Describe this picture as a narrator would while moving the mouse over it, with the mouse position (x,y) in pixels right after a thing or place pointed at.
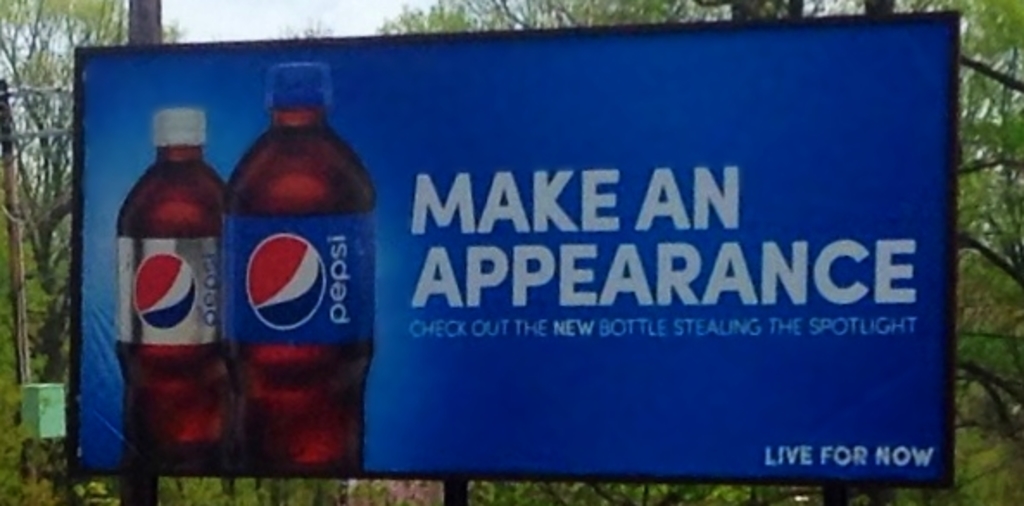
We can see hoarding (187,325). In the background (962,480) we can see trees (1002,125) and sky (263,16).
